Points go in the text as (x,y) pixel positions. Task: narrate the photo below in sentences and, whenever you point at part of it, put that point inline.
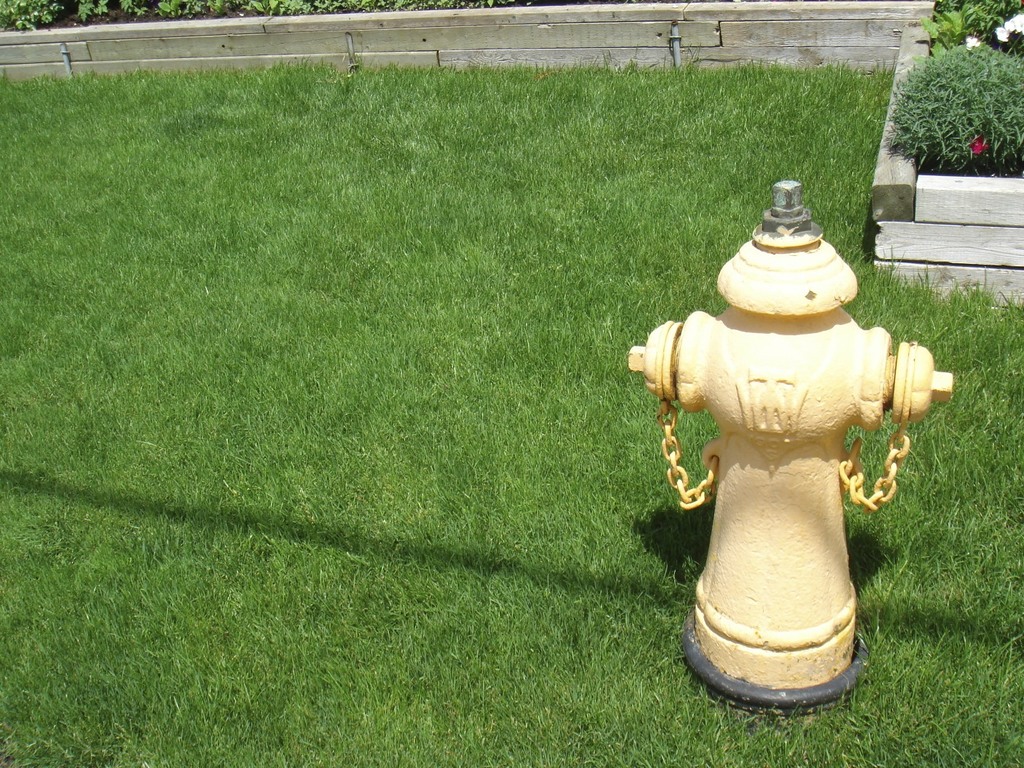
Land (88,145) is covered with grass (639,657). In the right side of the image (763,331) there is a hydrant (808,495) and plants (937,43). At the top of the image (499,7) we can see wooden wall (655,41), pipes (350,54) and leaves (100,6).
